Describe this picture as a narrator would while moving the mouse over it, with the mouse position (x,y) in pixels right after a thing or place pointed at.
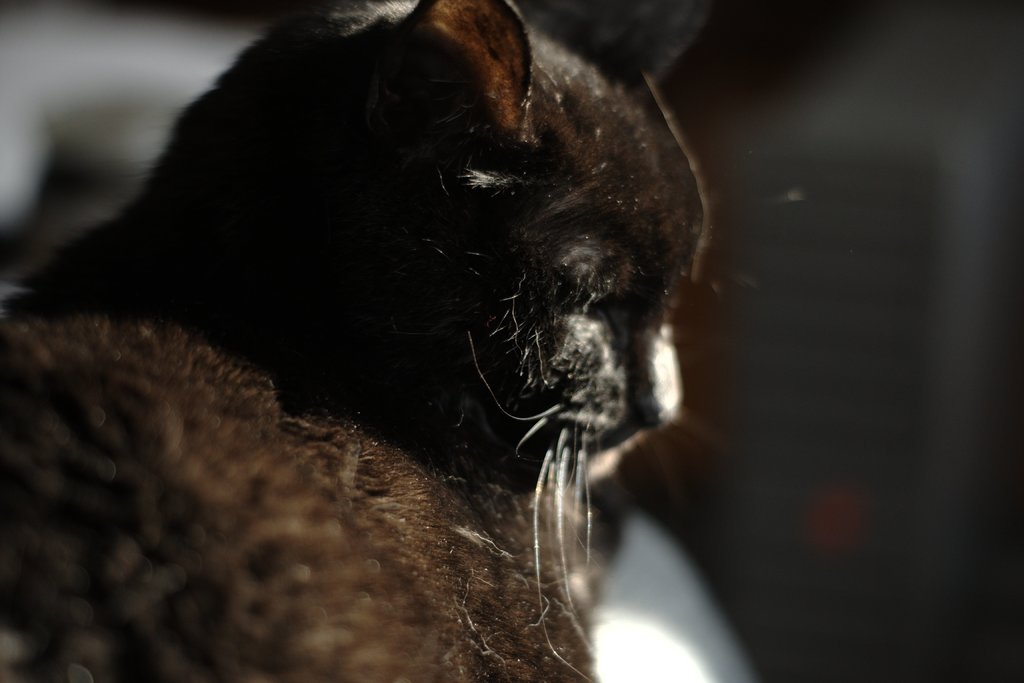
In the picture we can see cat (275,401).
